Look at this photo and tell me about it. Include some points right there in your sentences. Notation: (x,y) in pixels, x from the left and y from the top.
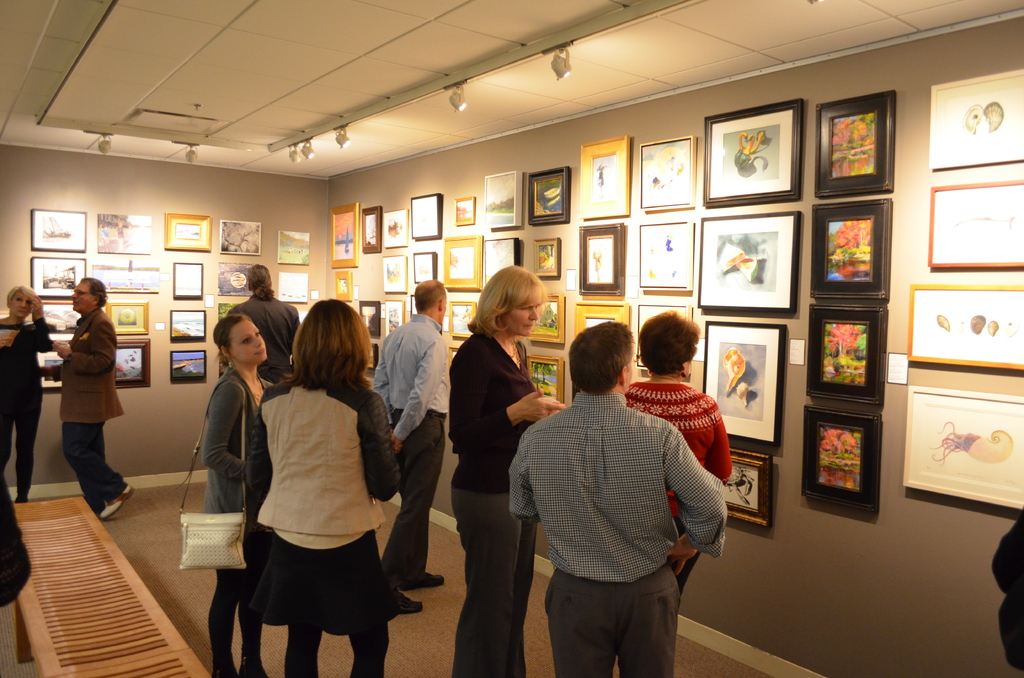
There are people (607,390) and she is carrying a bag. We can see frames (559,185) on the wall (271,263) and bench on the surface (174,571). At the top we can see lights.
